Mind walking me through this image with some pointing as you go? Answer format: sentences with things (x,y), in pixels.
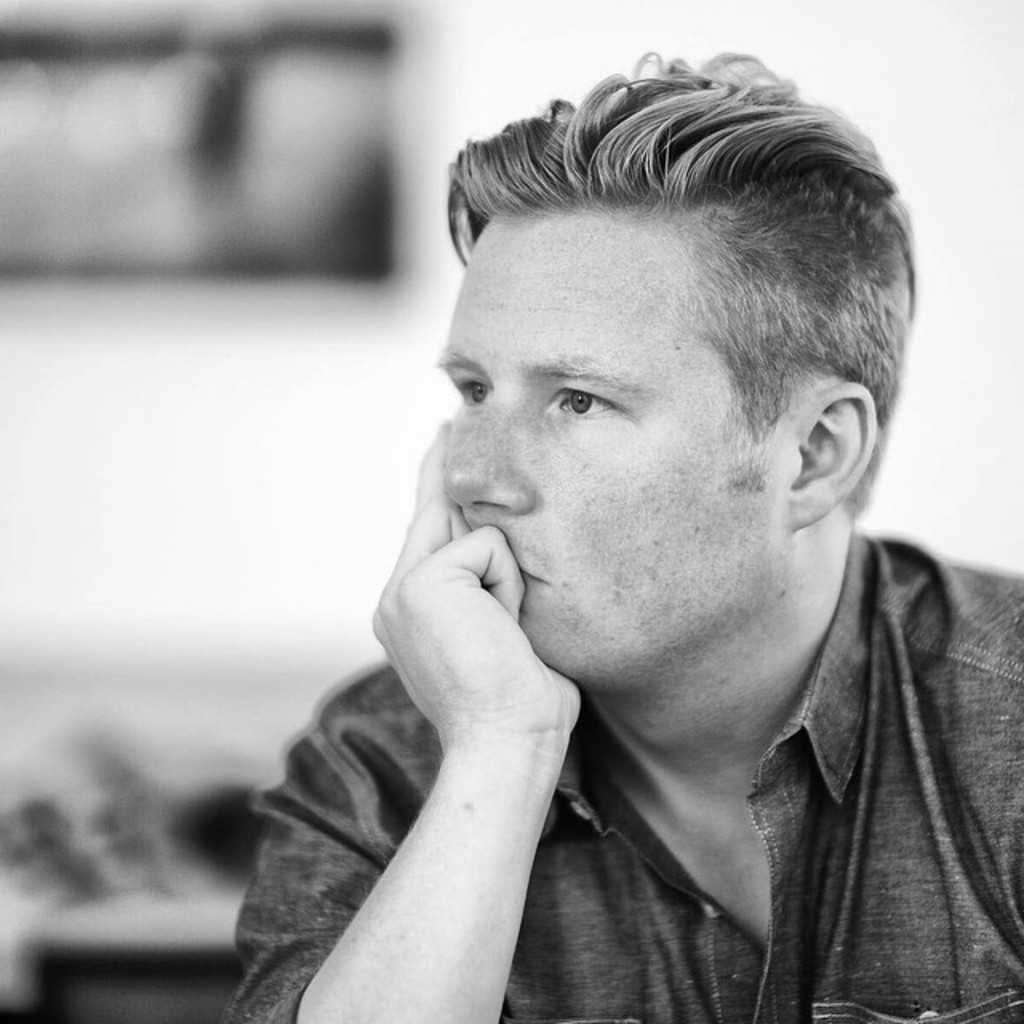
This is a black and white image. There is a person (942,702) in the middle (498,562). He is sitting.
